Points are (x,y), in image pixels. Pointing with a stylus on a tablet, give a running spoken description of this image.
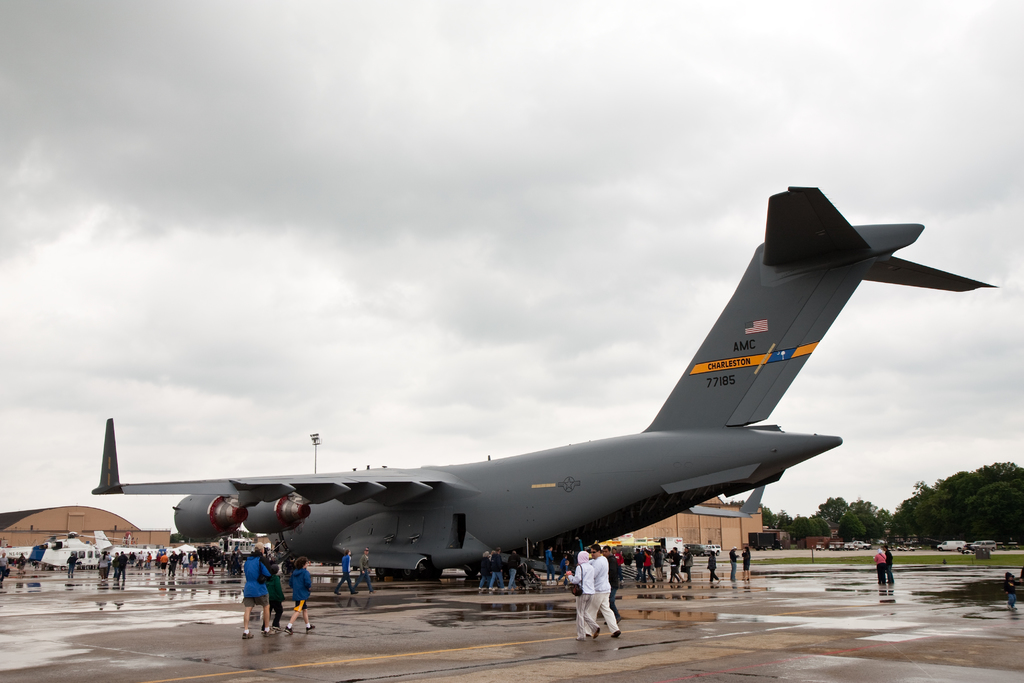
In this picture we can see few planes (297,551) and group of people (601,565), in the background (698,550) we can find few buildings (697,532), vehicles (780,542), trees (924,531) and clouds (556,297).
